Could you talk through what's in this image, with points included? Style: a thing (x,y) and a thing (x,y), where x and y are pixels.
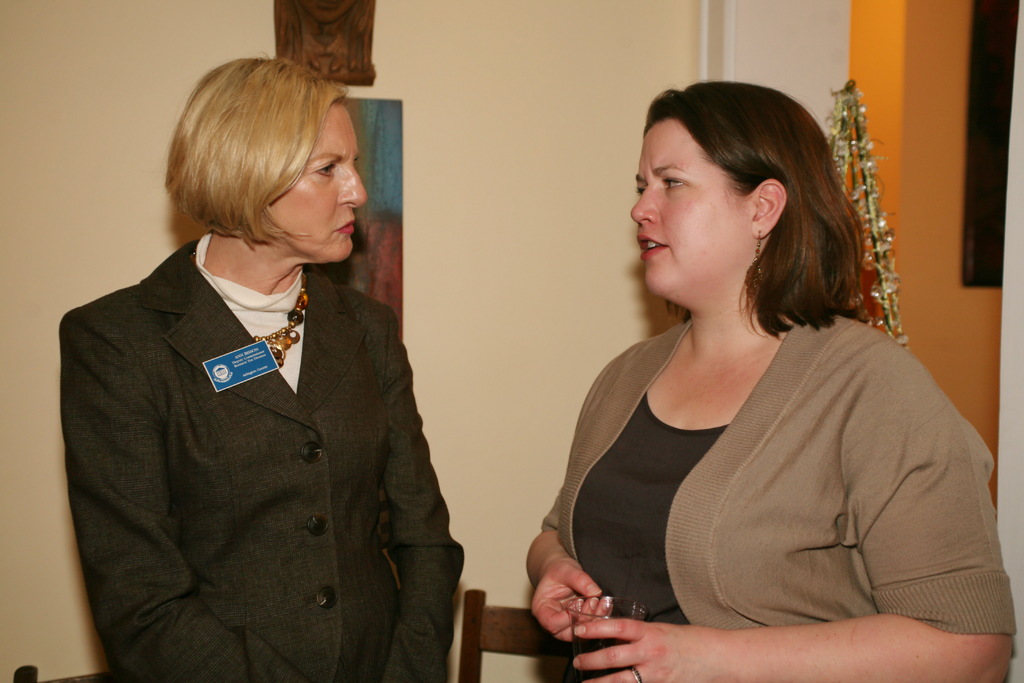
This is the picture of a room (491,387). In this image there are two persons (727,621) standing and talking. At the back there is a frame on the wall (407,103) and there are chairs (474,644). The woman (809,507) with brown jacket (805,559) is holding the glass (572,655).
